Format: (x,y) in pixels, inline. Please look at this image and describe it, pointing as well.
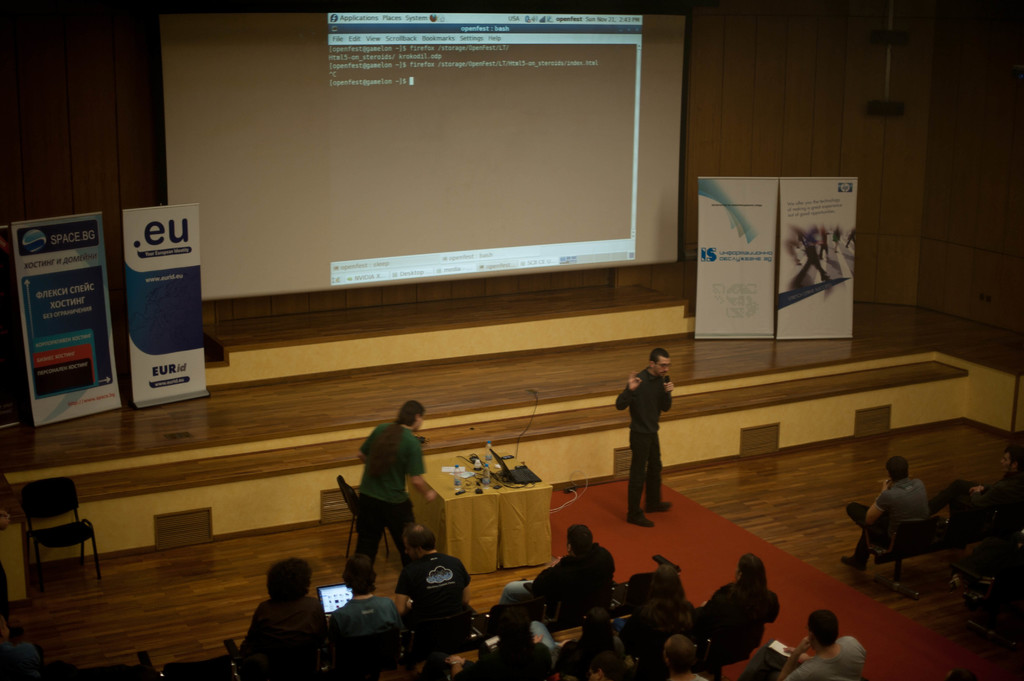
In this image we can see a group of people (551,634). There is a projector screen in the image. A man (654,436) speaking into a microphone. There is a stage (674,425) and few advertising boards (164,316) on it. There is a chair (73,509) in the image. There are objects (477,477) placed on the table (492,484).
